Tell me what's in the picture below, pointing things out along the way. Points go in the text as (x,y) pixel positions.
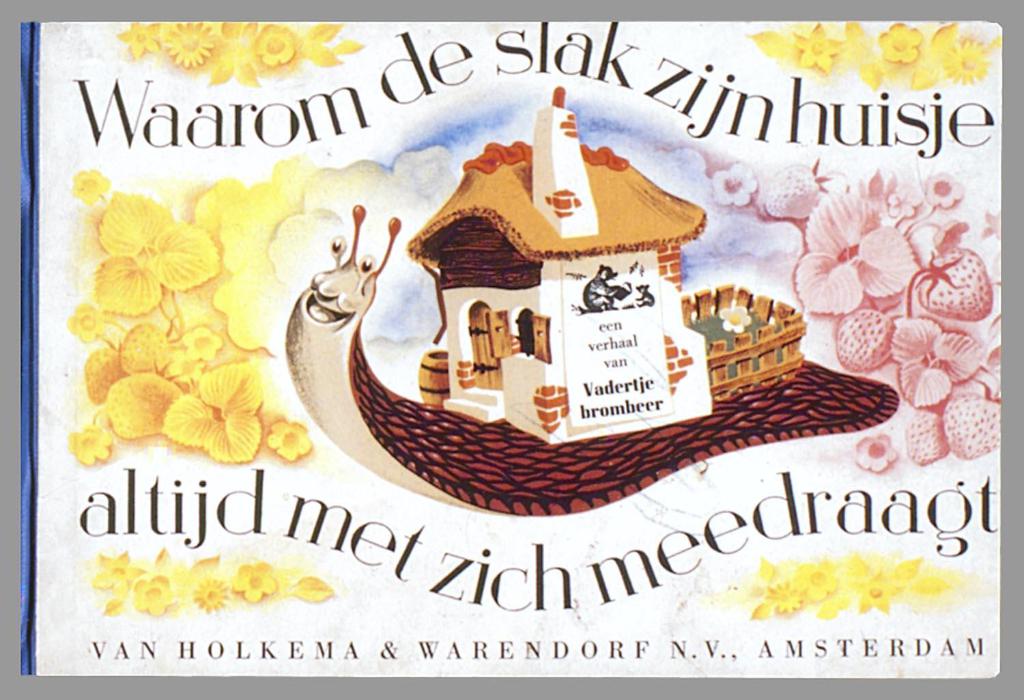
In this image I can see a poster (972,86) in which flowers (198,282), text (705,93), house (636,250) and a snail (805,411) is there. This image looks like a photo frame (919,417).
